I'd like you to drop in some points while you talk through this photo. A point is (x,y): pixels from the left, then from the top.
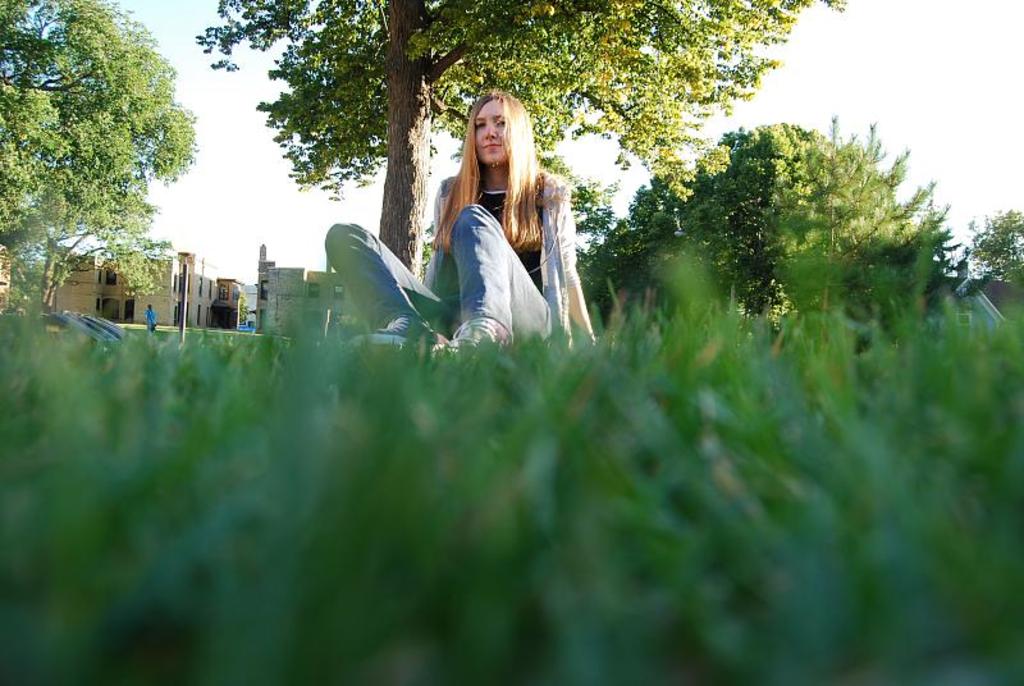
In this image there is grass (506,453) on the ground (499,453) in the front (487,448) and there is a woman (481,259) sitting. In the background (291,124) there are trees (175,158), buildings (90,305), and the sky (892,71) is cloudy.
